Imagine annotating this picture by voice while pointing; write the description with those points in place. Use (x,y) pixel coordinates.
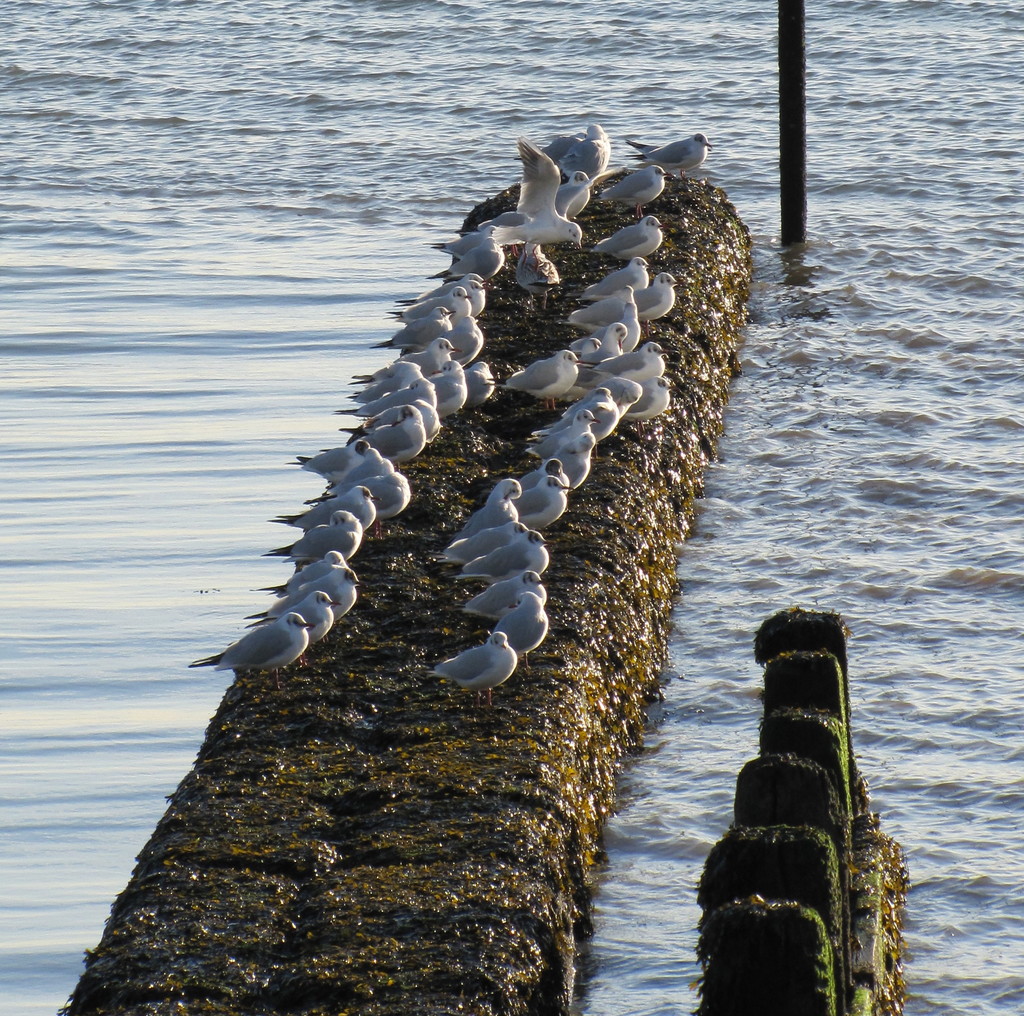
In this image we can see water (802,396). There is a wall (444,836). On that there are birds (569,230). Near to that there are small poles (795,839). And there is another pole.
